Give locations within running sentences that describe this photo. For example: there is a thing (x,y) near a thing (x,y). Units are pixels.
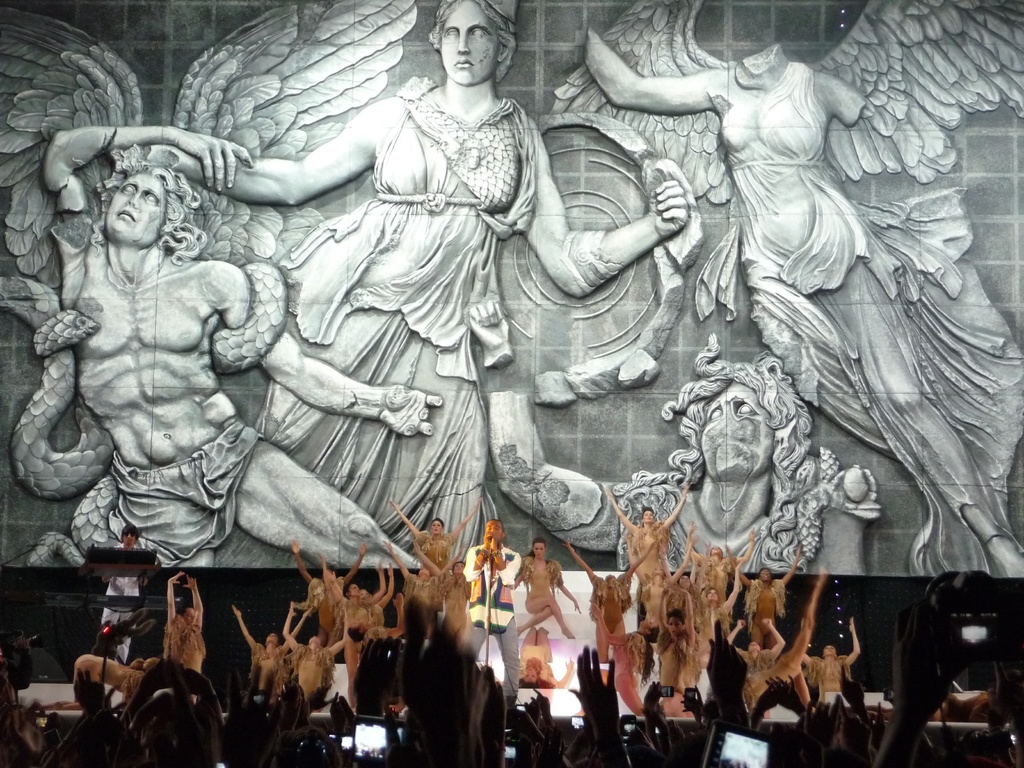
In this image we can see many people (473,598) performing on stage (540,677). One person (509,588) is holding a mic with mic stand (488,574). In the back (125,547) another person (123,541) is playing a musical instrument (112,571). In the background (365,333) there is a wall (427,39) with sculptures (329,175). At the bottom (294,707) we can see hands (437,674) of many people (738,680). Some are holding mobiles (741,738). Person (915,633) in the right bottom corner (956,619) is holding a camera (955,618).
